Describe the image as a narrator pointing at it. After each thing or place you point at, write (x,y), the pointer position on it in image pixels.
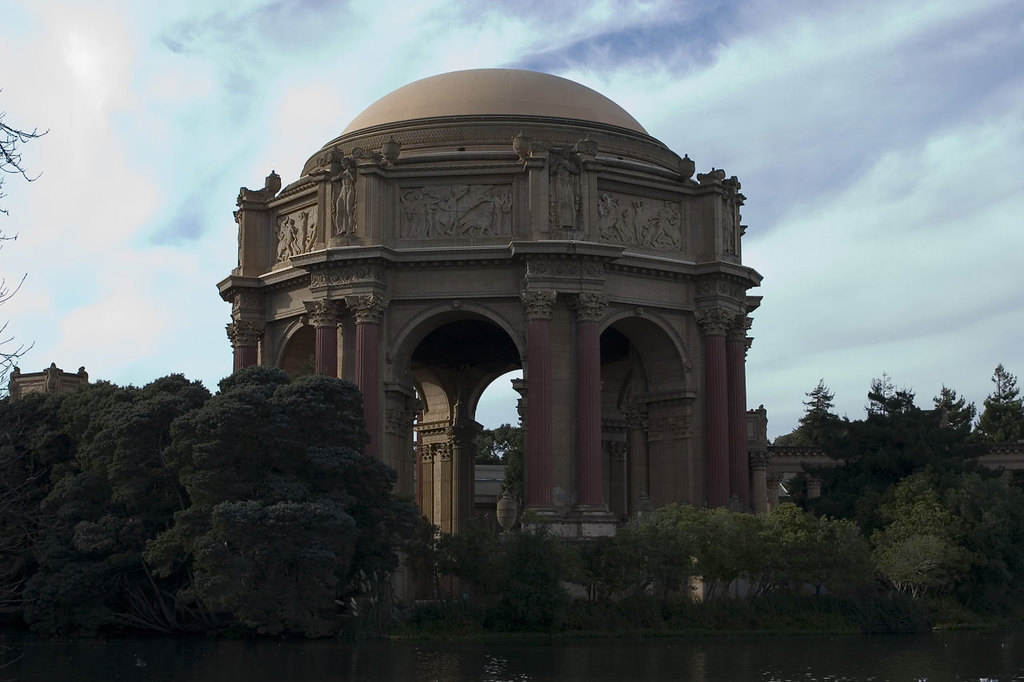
There is a monumental structure (450,229) with sculptures (455,210), pillars (542,402) and arches (438,381). Near to that there are many trees (781,507). At the bottom (395,640) there is water (724,653). In the background (265,152) there is sky (207,113) with clouds (265,152).
